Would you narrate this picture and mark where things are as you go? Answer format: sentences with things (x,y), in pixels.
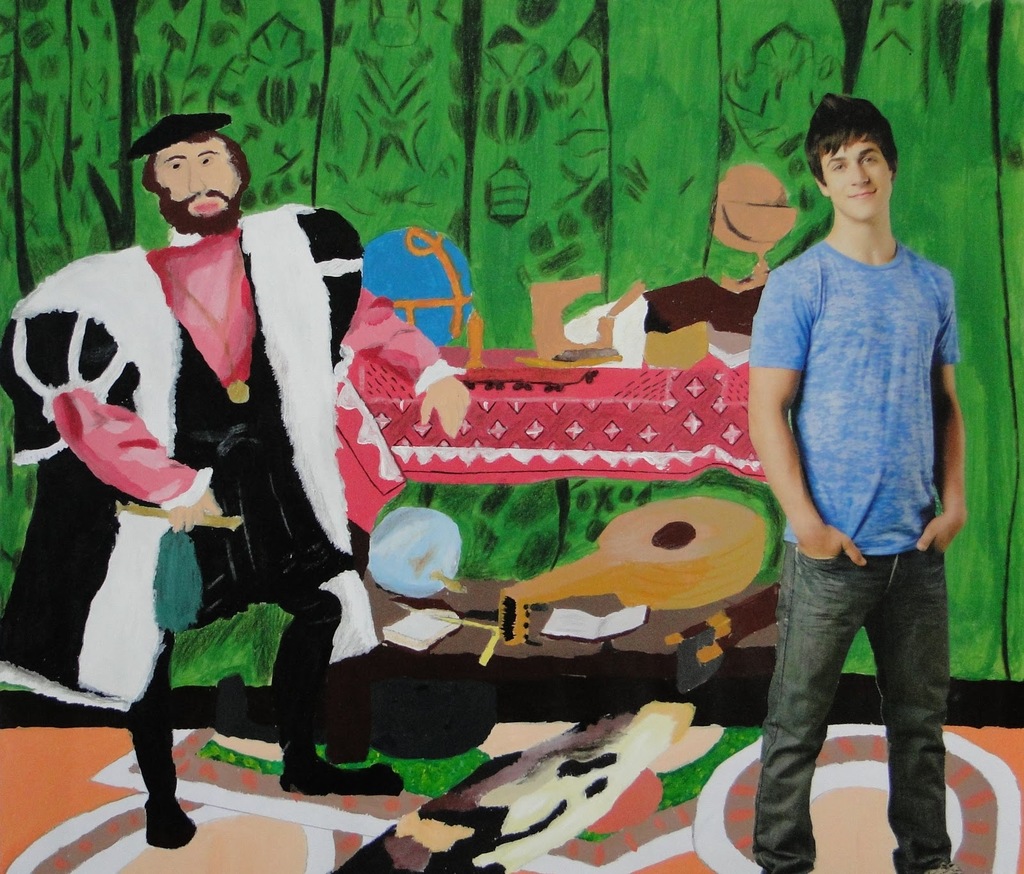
In this picture I can see a man (861,206) standing in front (807,438) and I see that he is wearing a t-shirt (815,416) and pants (936,566). In the background (483,374) I can see the wall (128,70) and I see an art (598,380) on it.
